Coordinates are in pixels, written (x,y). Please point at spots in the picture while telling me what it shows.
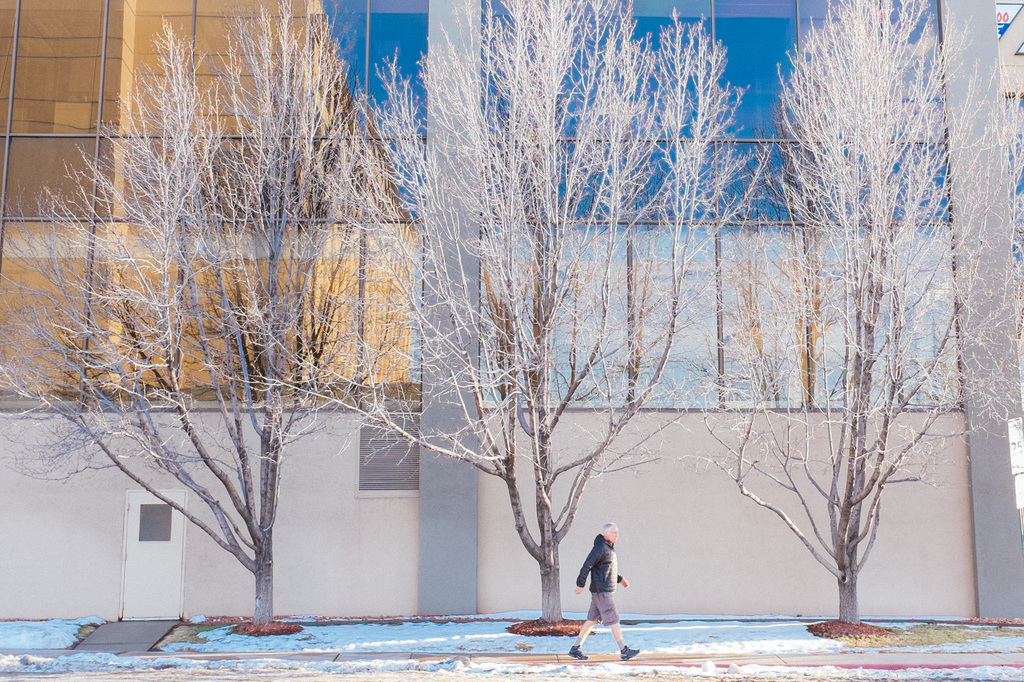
In the picture we can see a path (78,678) to it, we can see a person (604,573) walking besides, we can see some trees (531,5) which are dried and in the background (1002,583) we can see a wall (930,467) with a glass building (512,21).
